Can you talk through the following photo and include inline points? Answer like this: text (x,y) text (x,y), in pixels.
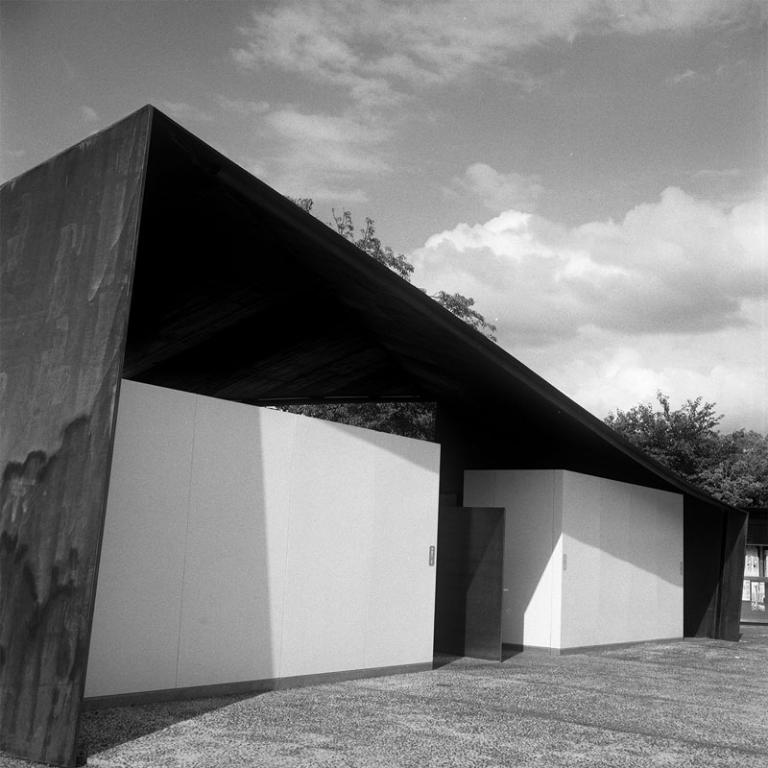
This is a black and white image. In the foreground (711,690) we can see the ground (275,709) and white color objects (608,534) under the shade (74,324). In the background (614,198) there is a sky (429,109) which is full of clouds (733,310) and we can see the trees (401,260).
